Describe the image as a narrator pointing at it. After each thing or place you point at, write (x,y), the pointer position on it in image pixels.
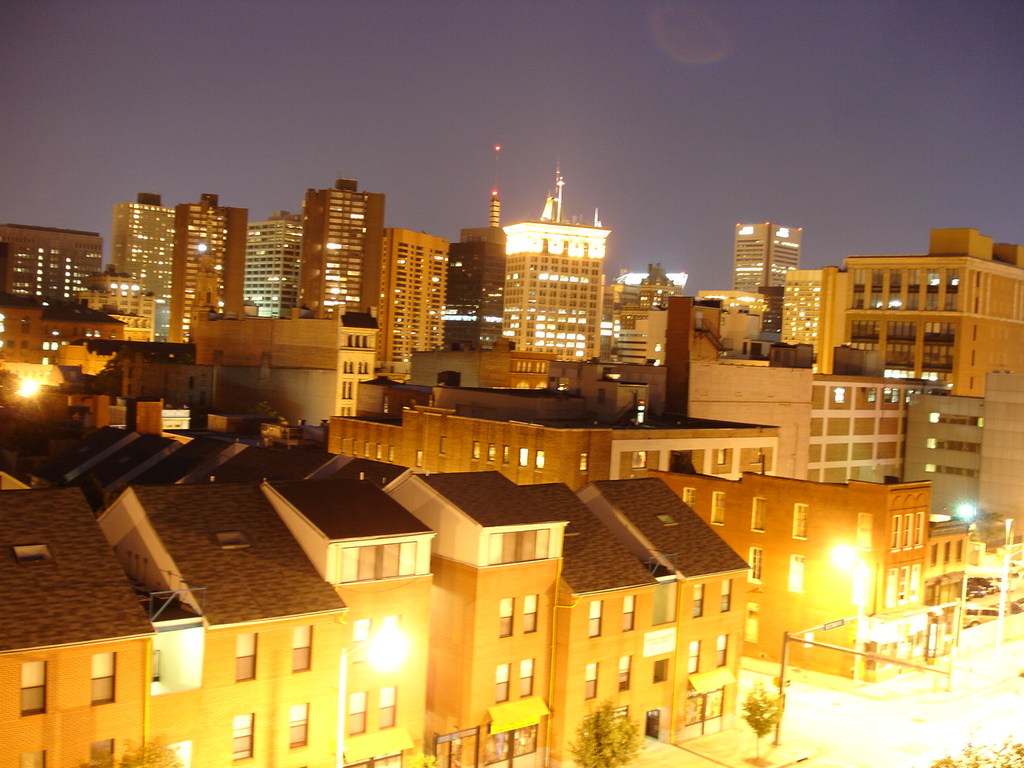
This image is clicked from a top view. There are buildings (350,435) and skyscrapers (461,272) in the image. At the top (635,80) there is the sky (560,21). In the bottom right (948,725) there is a road (896,741). Beside the road (833,713) there is a walkway (721,742). There are plants (767,707) and street light poles (780,702) on the walkway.
